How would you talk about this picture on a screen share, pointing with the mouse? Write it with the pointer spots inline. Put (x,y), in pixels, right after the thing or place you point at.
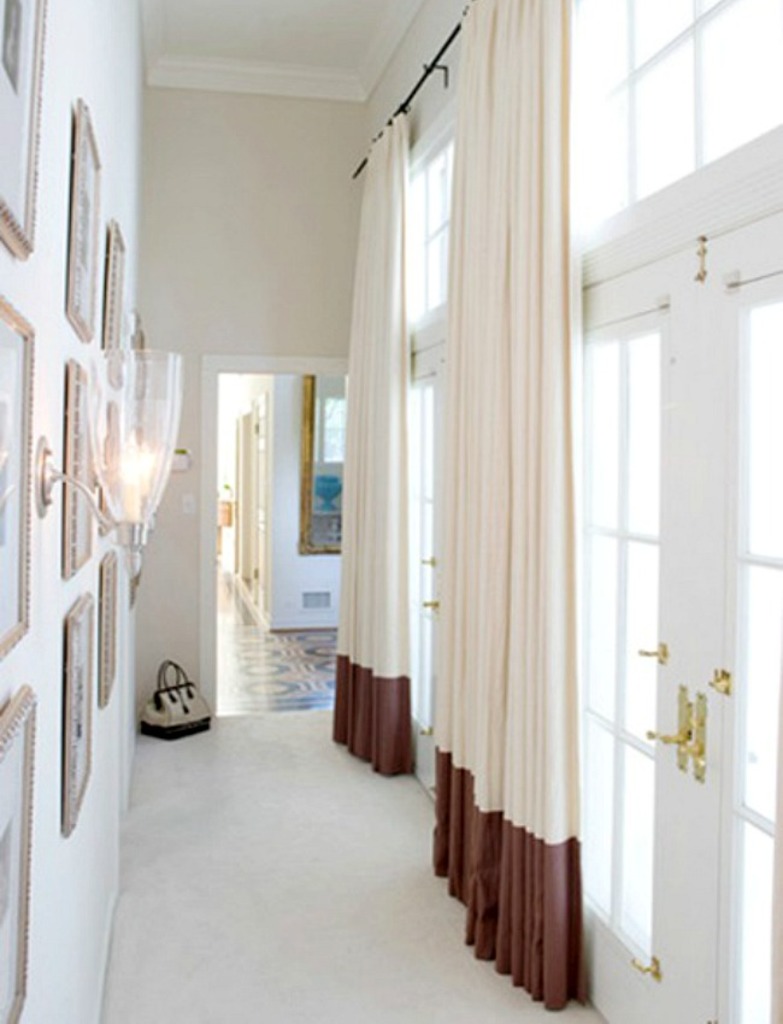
In the image we can see there are curtains (500,516) on the door (622,642), the wall (179,220) is in white colour and there are photo frames (71,554) on the wall (42,801). There is a light lamp (132,485) on the wall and there is a hand purse (187,707) kept on the floor (201,795).
